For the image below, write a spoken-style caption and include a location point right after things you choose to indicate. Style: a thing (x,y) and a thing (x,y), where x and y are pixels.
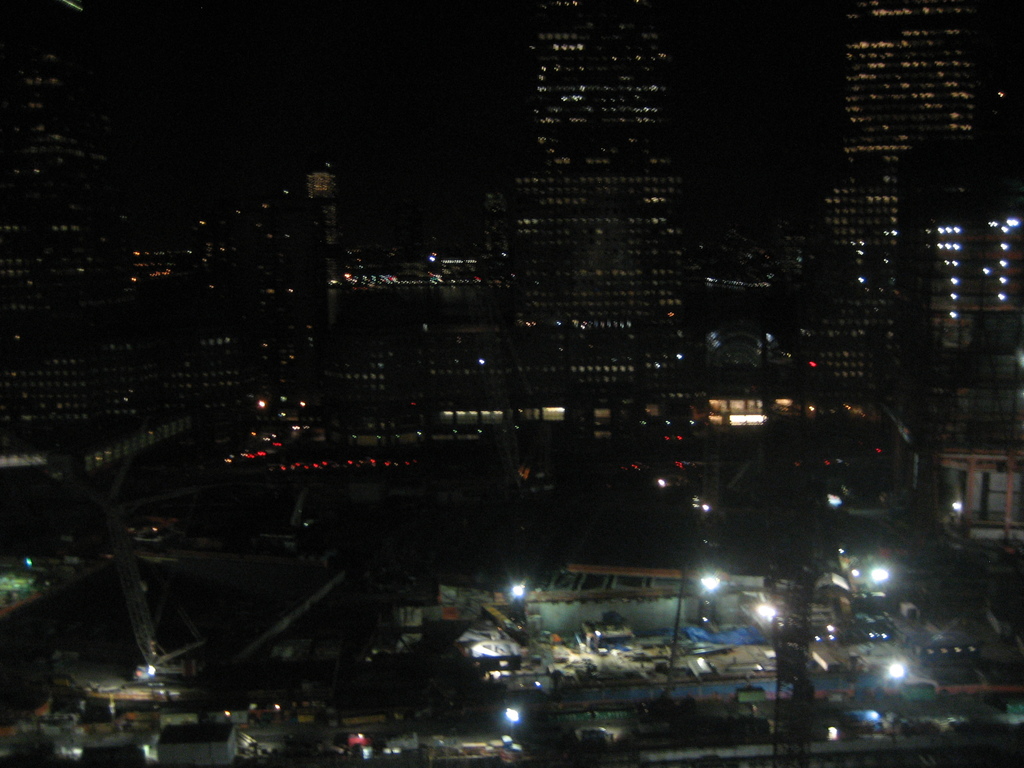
In this picture we can see buildings (376,395), lights (475,413) and some objects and in the background (1023,33) we can see it is dark.
